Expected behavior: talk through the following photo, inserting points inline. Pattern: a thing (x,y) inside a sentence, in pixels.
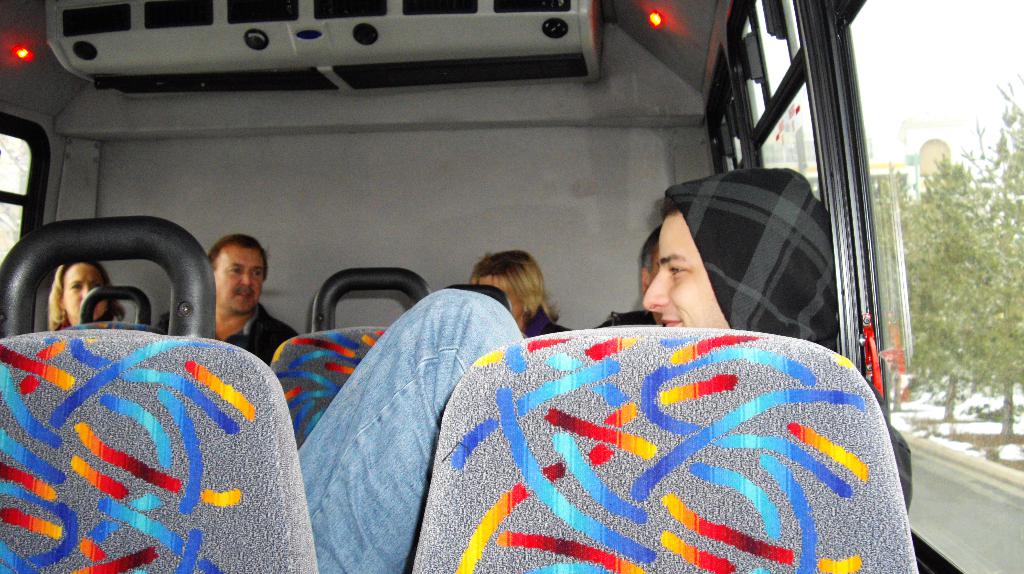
In the center of the image (498,210) we can see a vehicle (554,163). Inside the vehicle (540,233), we can see a few people (494,310) are sitting. And we can see the lights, glass windows (985,137) and some objects (487,364). Through the glass windows (883,237), we can see trees (976,241), snow (936,408) and a road (989,519).
